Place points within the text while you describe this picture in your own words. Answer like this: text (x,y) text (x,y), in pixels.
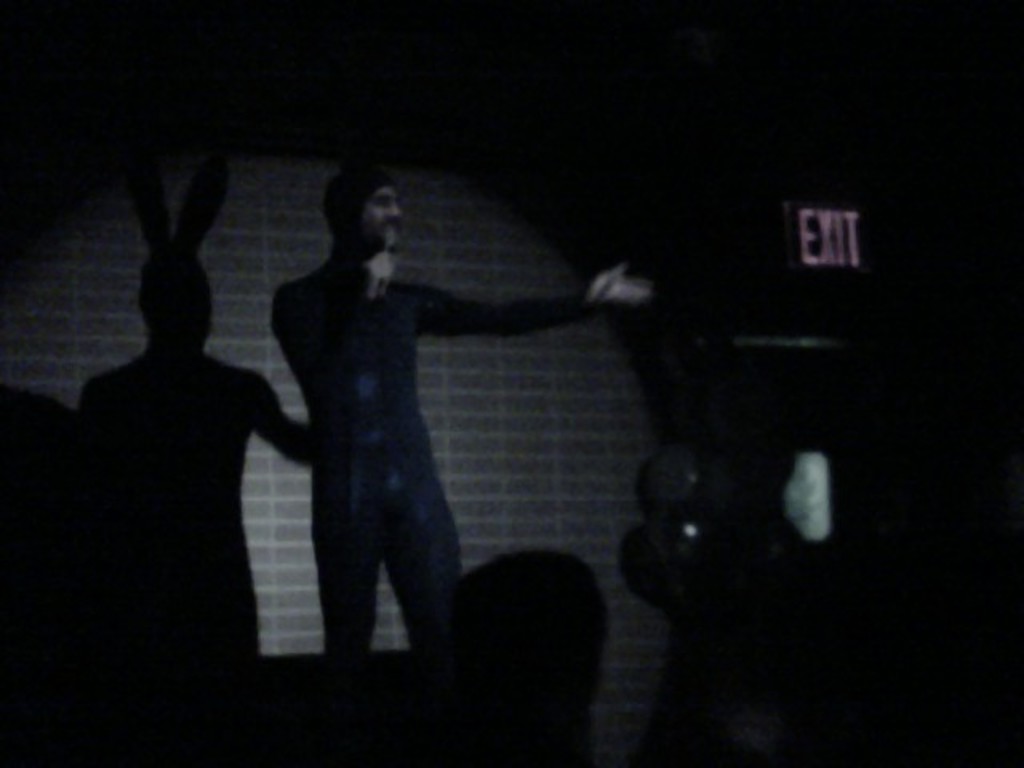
In this image we can see a person (361,323) holding an object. Behind the person (396,359) we can see a wall (249,371) and a shadow (193,361). On the right side (850,240), we can see a board (832,243) with text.
